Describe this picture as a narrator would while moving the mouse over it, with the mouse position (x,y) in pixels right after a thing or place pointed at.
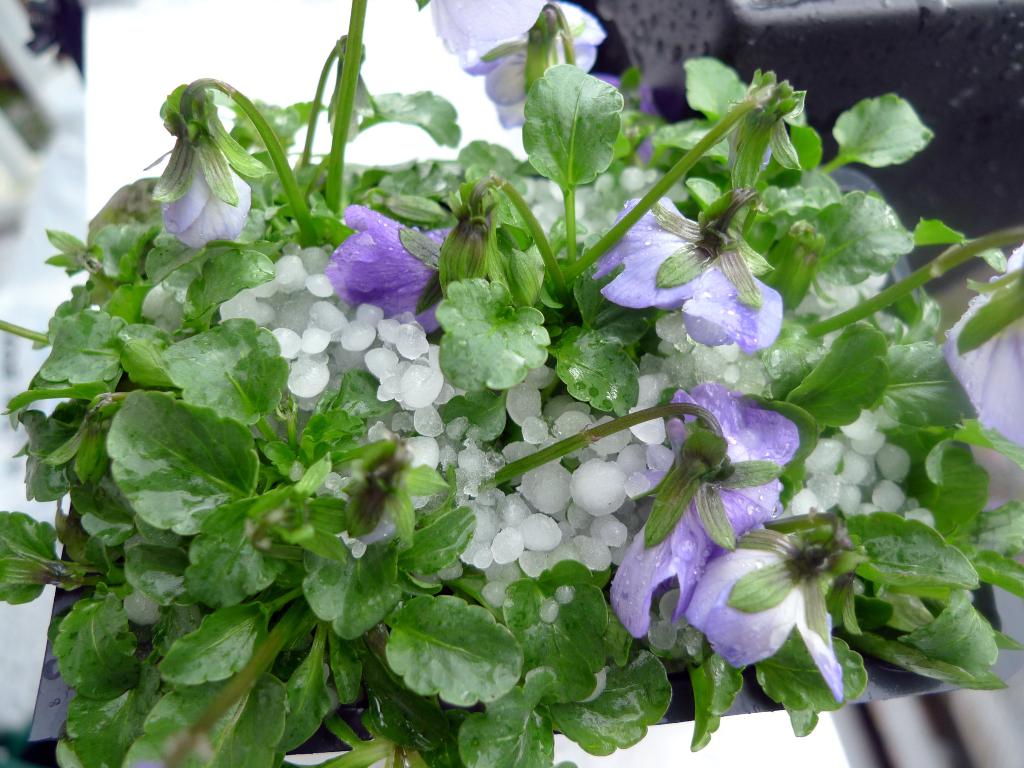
In the picture I can see violet color flowers (676,481) of a plant (780,452). Here I can see some white color objects (360,547) and the background of the image (15,158) is blurred.
